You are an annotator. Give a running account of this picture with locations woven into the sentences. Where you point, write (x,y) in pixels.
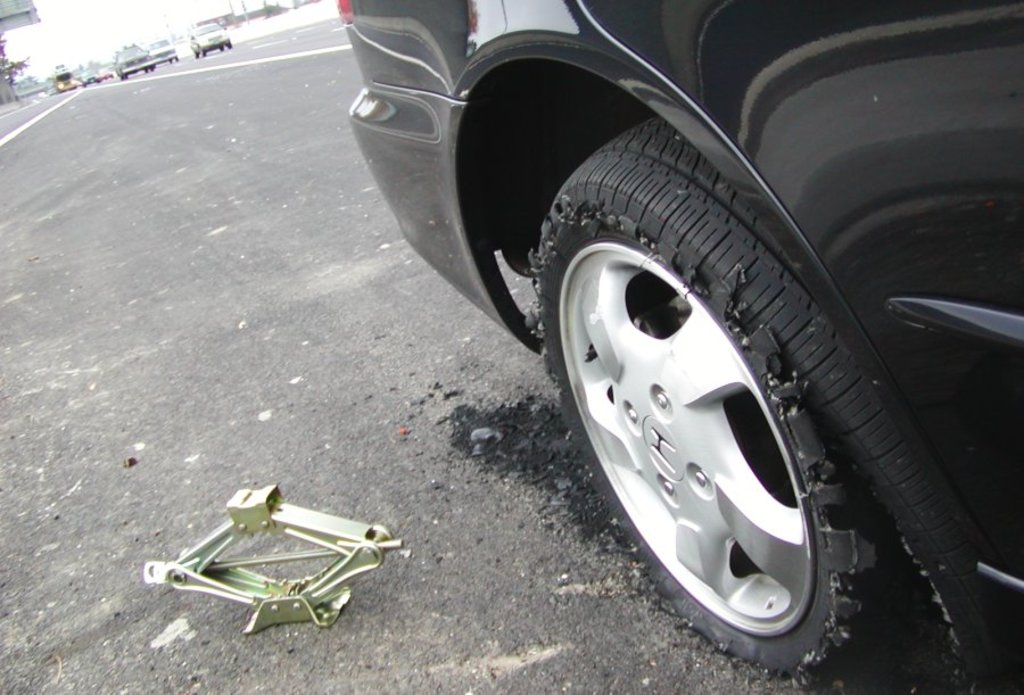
In the picture I can see an object (290,594) and vehicles (457,256) on the road (247,270). In the background (164,5) I can see the sky (152,21) and some other objects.
